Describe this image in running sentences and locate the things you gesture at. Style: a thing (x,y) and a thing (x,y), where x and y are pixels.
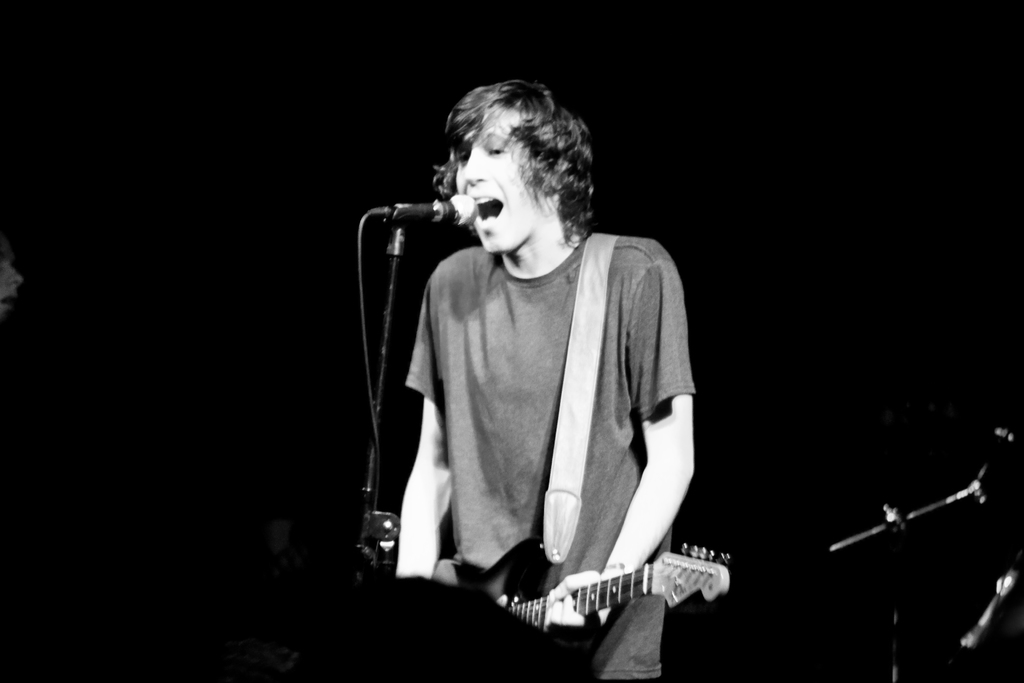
in the picture a person (492,284) is standing in front of a microphone (393,284) catching a guitar (541,617) and singing.
